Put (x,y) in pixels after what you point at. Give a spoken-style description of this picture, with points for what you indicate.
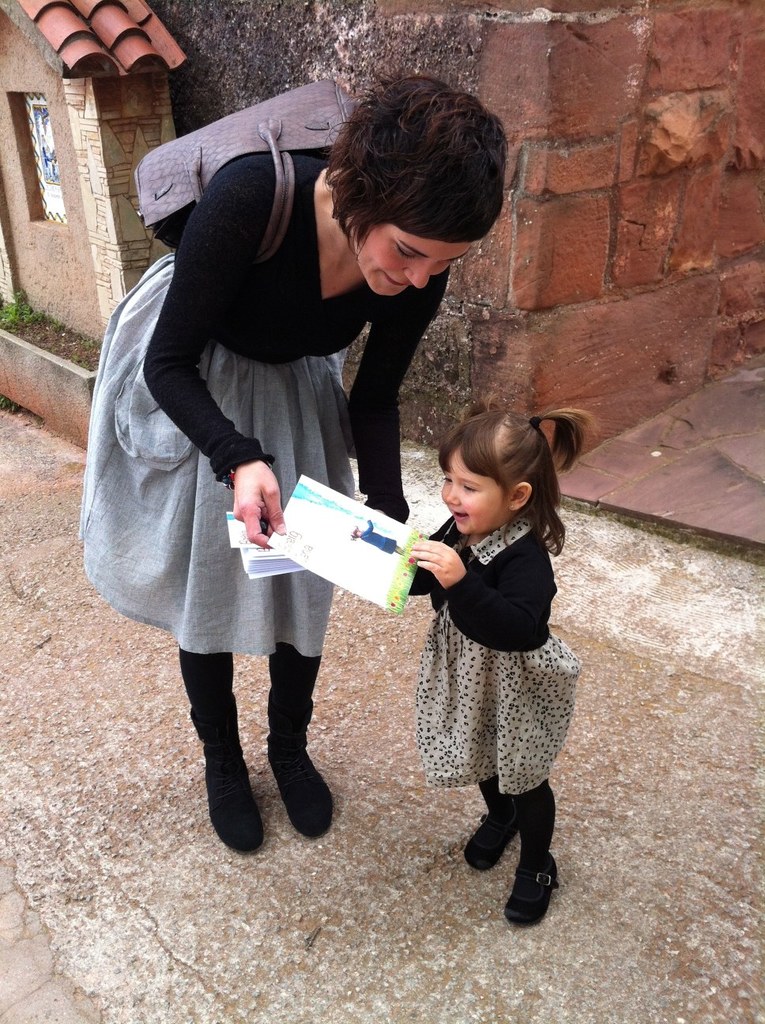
This baby (534,441) is holding a paper (336,522). This woman (296,391) wore a bag (160,192) and holding papers (271,554). Background (602,13) we can see wall (36,289).
